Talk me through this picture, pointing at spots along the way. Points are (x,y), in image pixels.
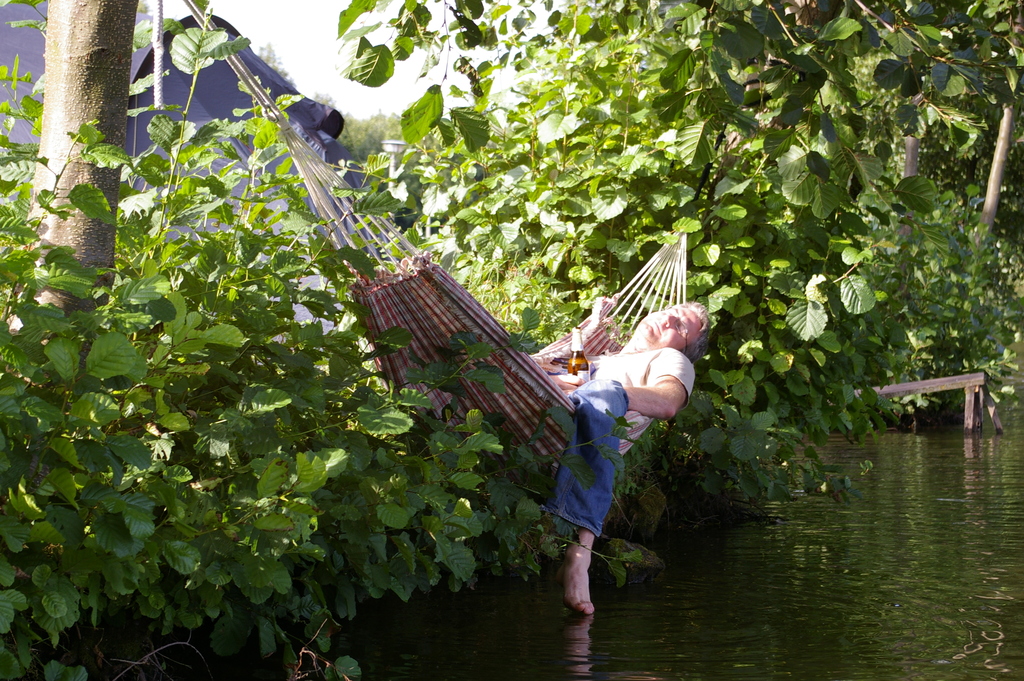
In this picture we can see a swing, person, bottle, here we can see water (443,630) and in the background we can see trees (431,484), tents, pole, sky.
